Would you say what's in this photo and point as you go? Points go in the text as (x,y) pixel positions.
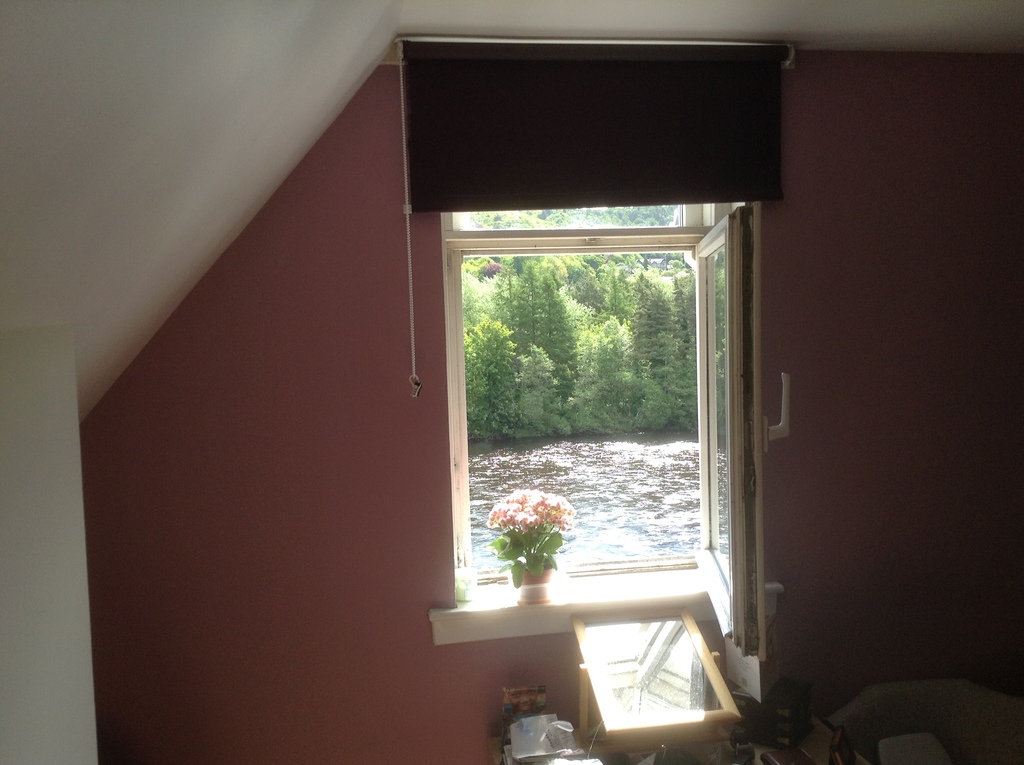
This is the picture of a room (728,174). In this picture there are objects (868,692) in the foreground (867,715) and there is a flower vase (537,516) on the window (460,531) and there are trees (498,362) and there is water (584,490) behind the window (709,532). At the top (655,88) there is a window blind (590,111).
